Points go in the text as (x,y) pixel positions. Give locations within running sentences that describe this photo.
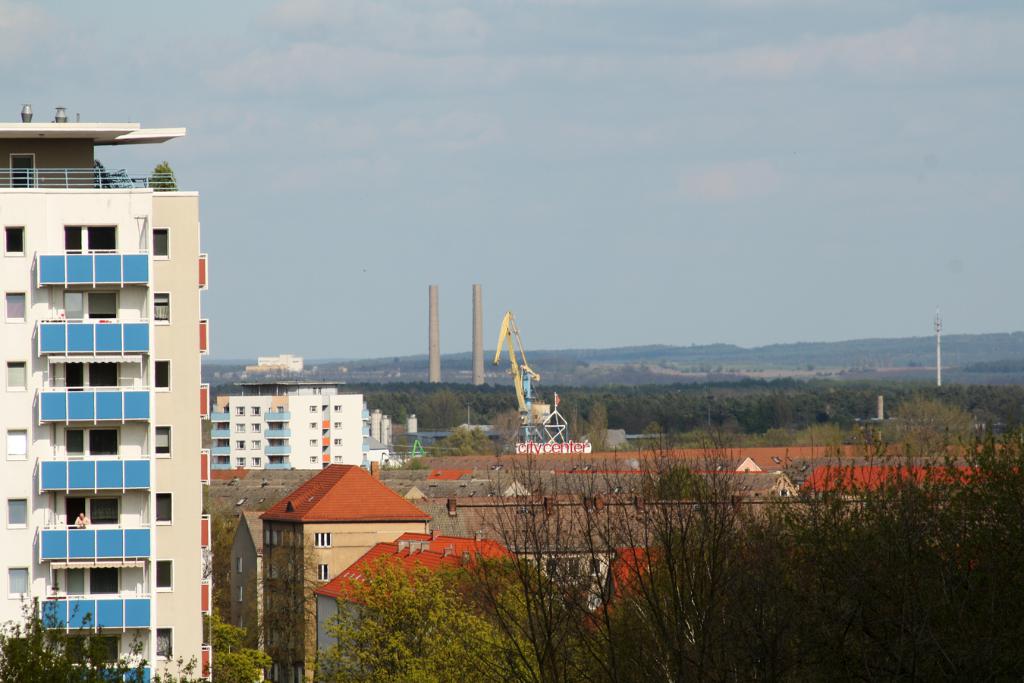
In this image, we can see towers (436,355) and crane (529,411). There are some trees (375,648) at the bottom of the image (316,664). There are buildings (301,426) in the bottom left of the image (284,559). There is a sky (441,67) at the top of the image (416,54).
